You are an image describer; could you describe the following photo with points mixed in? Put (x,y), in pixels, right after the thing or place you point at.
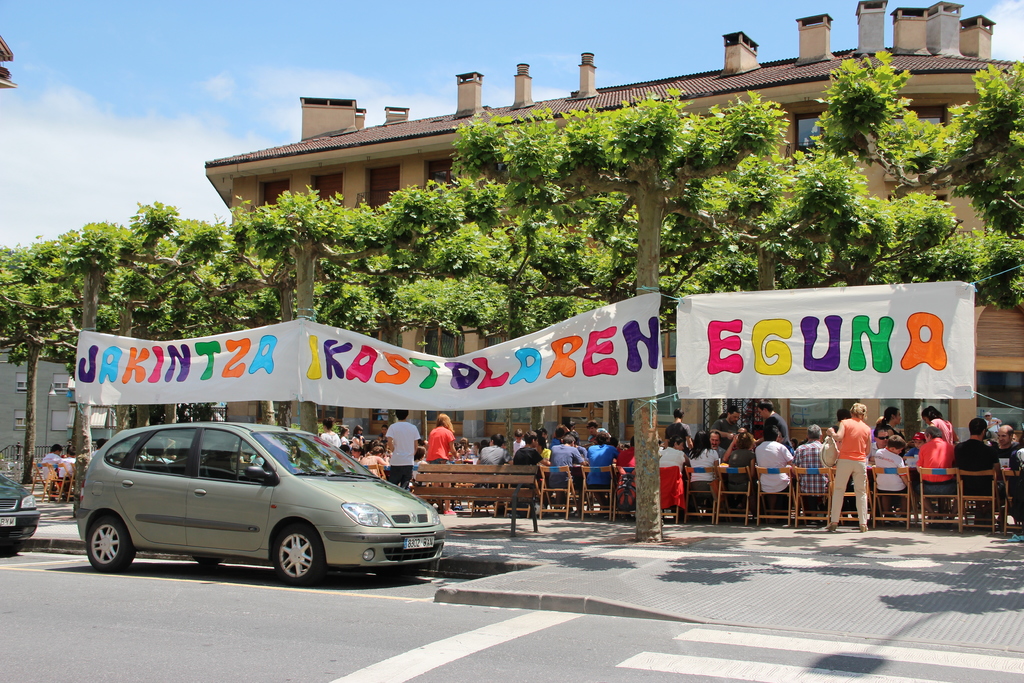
There are two cars (101,522) on the road (203,584). I can see groups of people (697,462) sitting on the chairs (727,498) and few people (849,439) standing. These are the banners (506,359), which are tied to the tree trunks (652,250). I can see the buildings (397,166). These are the trees (390,252).
